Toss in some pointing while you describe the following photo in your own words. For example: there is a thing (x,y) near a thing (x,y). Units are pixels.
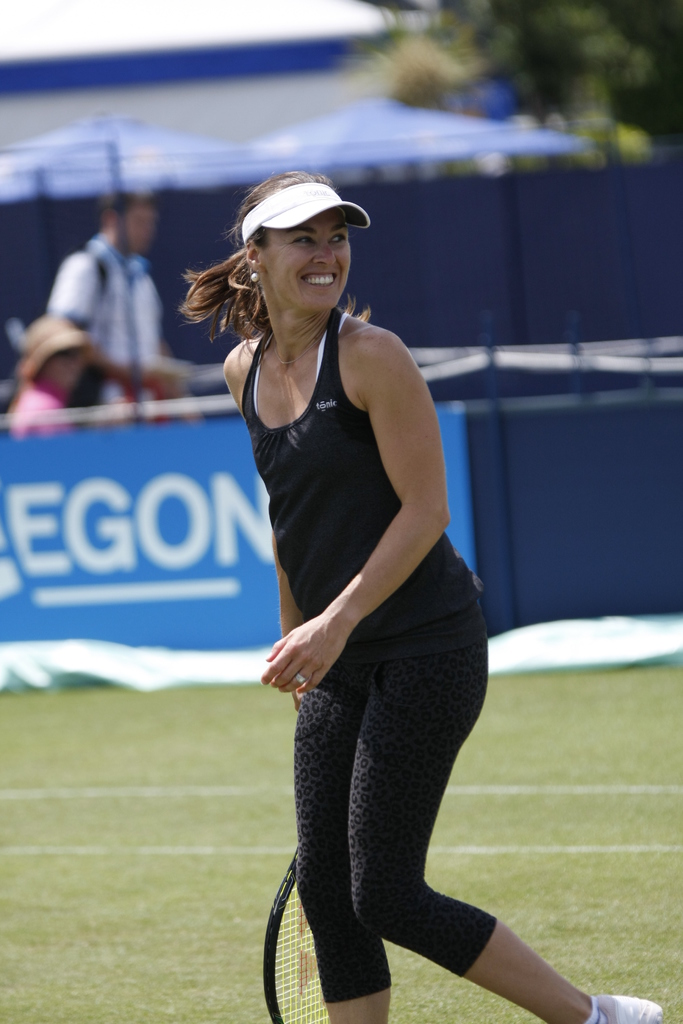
In the foreground of the picture (320,349) there is a woman (343,688) in black dress (333,866) holding a racket (276,1022) and there is grass (203,778) also. In the middle of the picture (240,537) there are canopies (143,155), banner (112,506), people (151,323) and trees (623,41). In the background (247,140) it is blurred.
